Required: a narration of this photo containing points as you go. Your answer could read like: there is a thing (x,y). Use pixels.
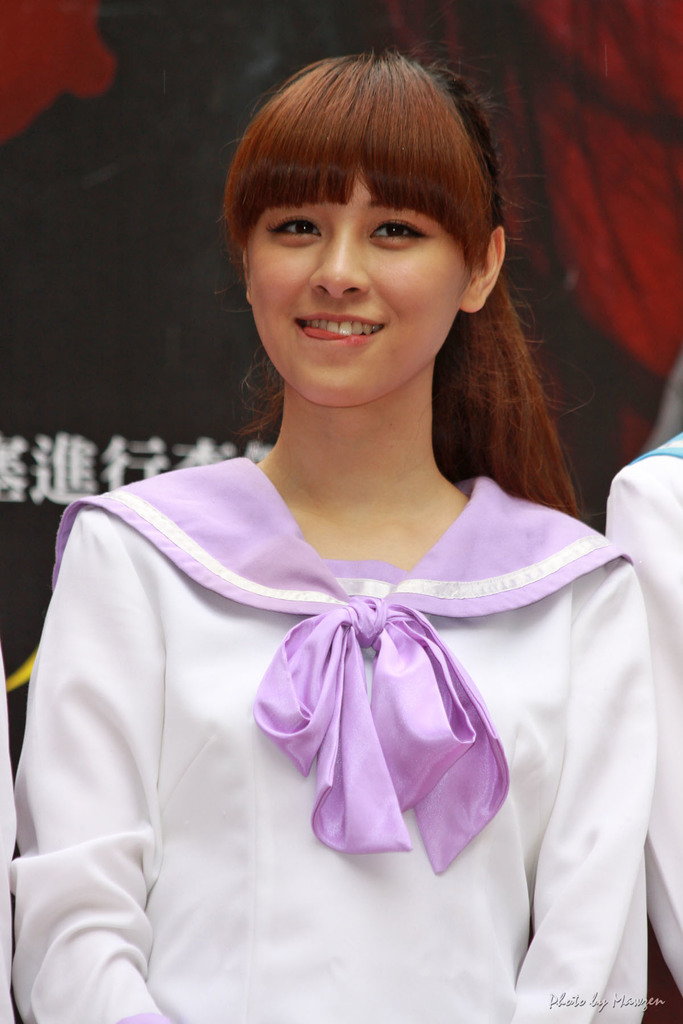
In this image there is a girl (467,674) standing wearing white shirt (236,642) and purple scarf (333,629). Beside her a person's hand (614,486) is visible. In the background (266,49) there is banner (180,65).
